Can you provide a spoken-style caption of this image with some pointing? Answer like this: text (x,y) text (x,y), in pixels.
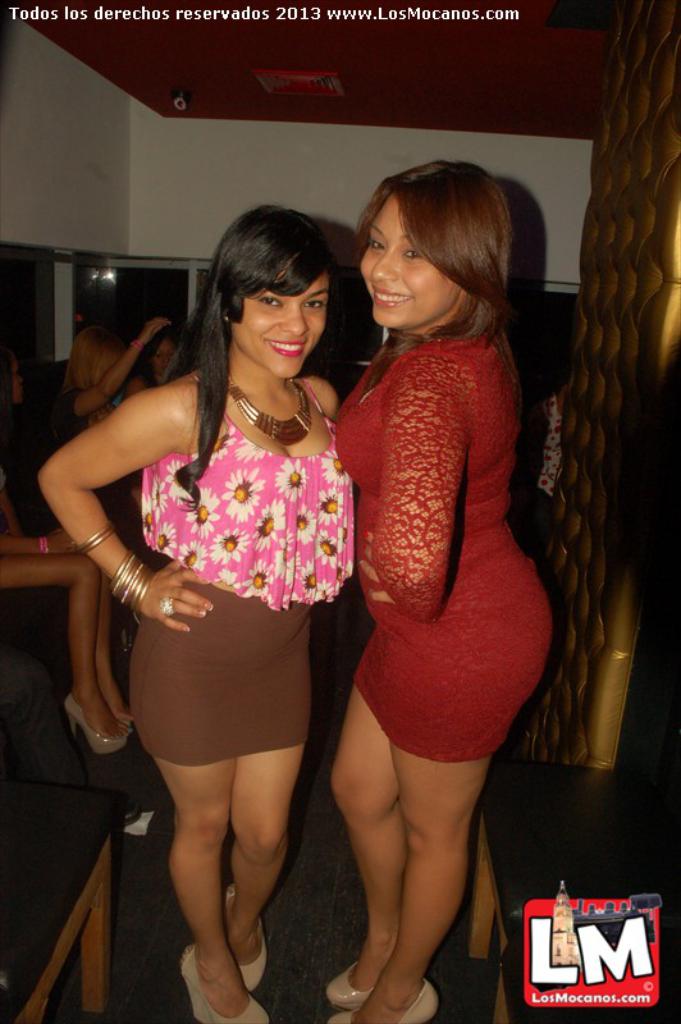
In this picture we can see two women (417,458) are standing and smiling in the front (329,509), we can see some people (79,396) on the left side (115,360), in the background (210,210) there is a wall (201,208), there is a logo (571,960) at the right bottom (553,949), we can see some text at the top of the picture (150,21).
